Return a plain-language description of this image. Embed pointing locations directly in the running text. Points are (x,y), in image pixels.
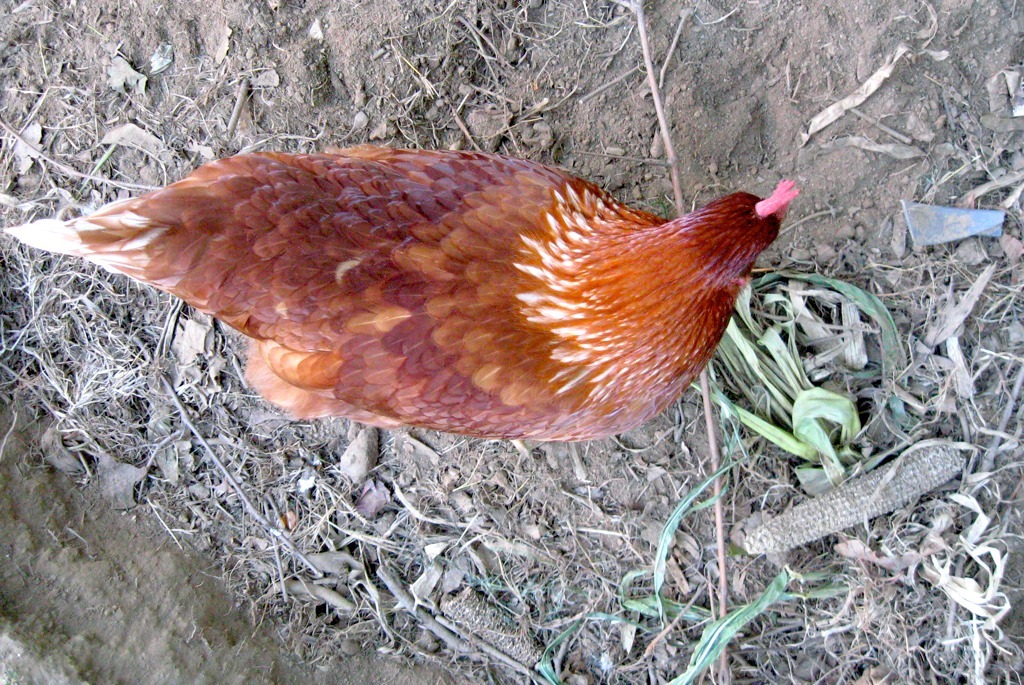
This image consists of a hen (478,279) standing on the ground (2,522) which is in the center (491,288) and there are dry grass (273,497) on the ground (946,551).
